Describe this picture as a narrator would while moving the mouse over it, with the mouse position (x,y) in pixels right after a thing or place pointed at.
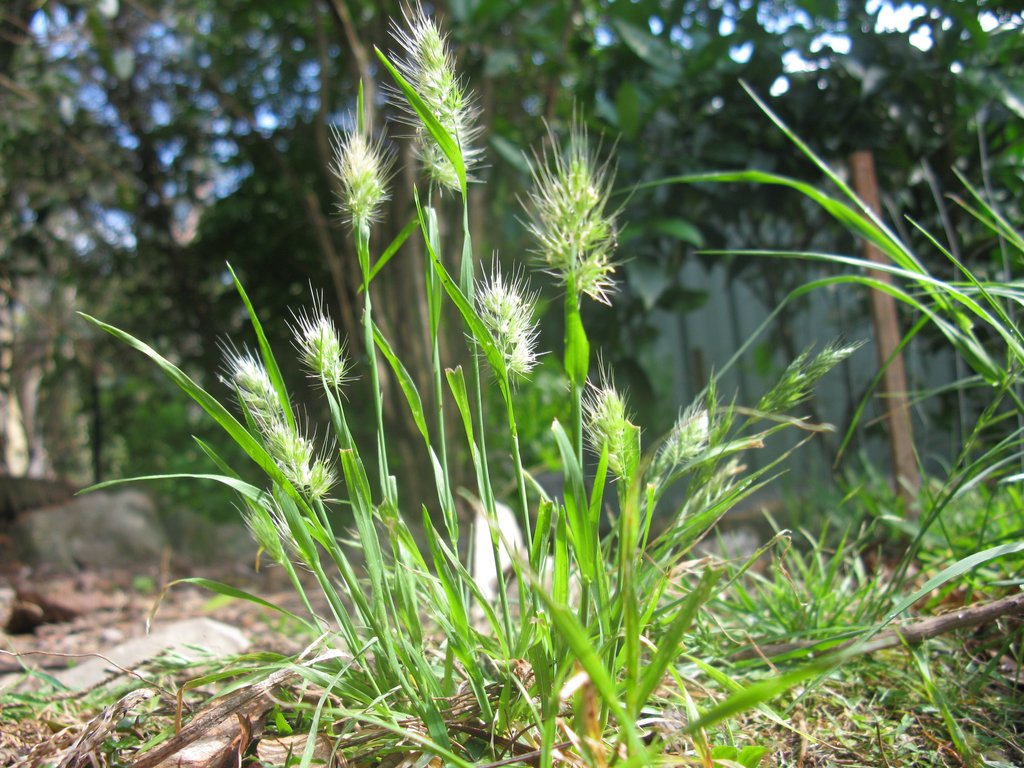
In this image, we can see plants (604,641) and grass (682,565). In the background (697,381), there are trees (503,89), poles (894,333) and stones (91,543).
